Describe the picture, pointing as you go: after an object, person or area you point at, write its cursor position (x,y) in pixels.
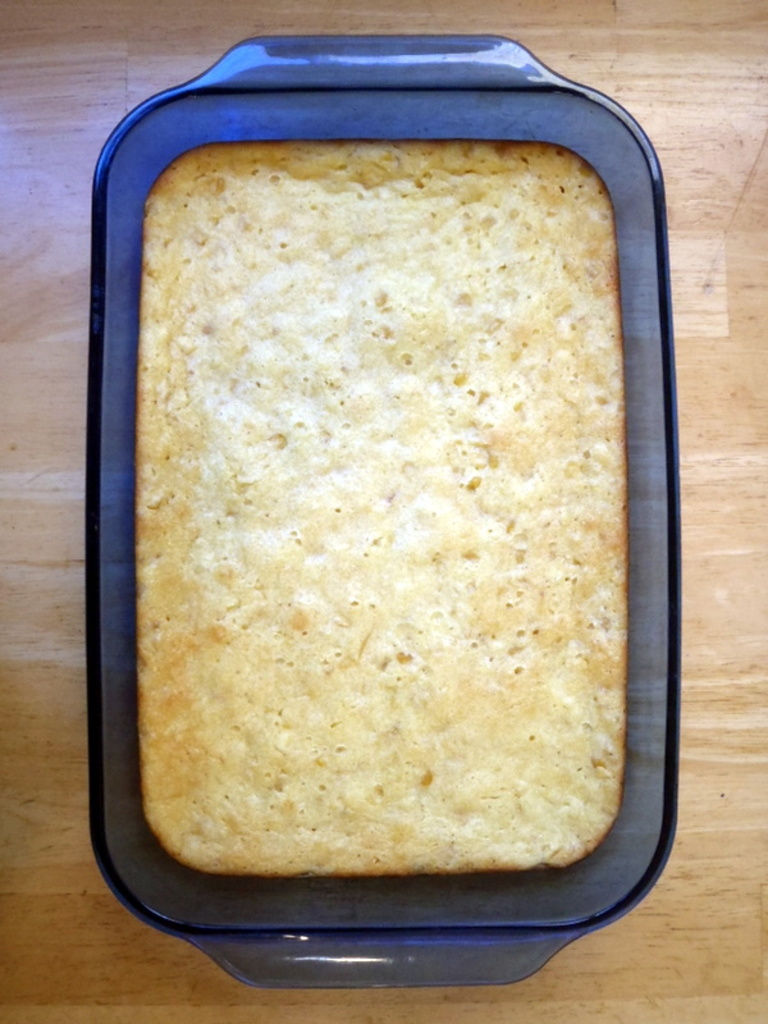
In this image, we can see bread (371,601) on the tray (384,941) and at the bottom (550,975), there is a table (703,850).
